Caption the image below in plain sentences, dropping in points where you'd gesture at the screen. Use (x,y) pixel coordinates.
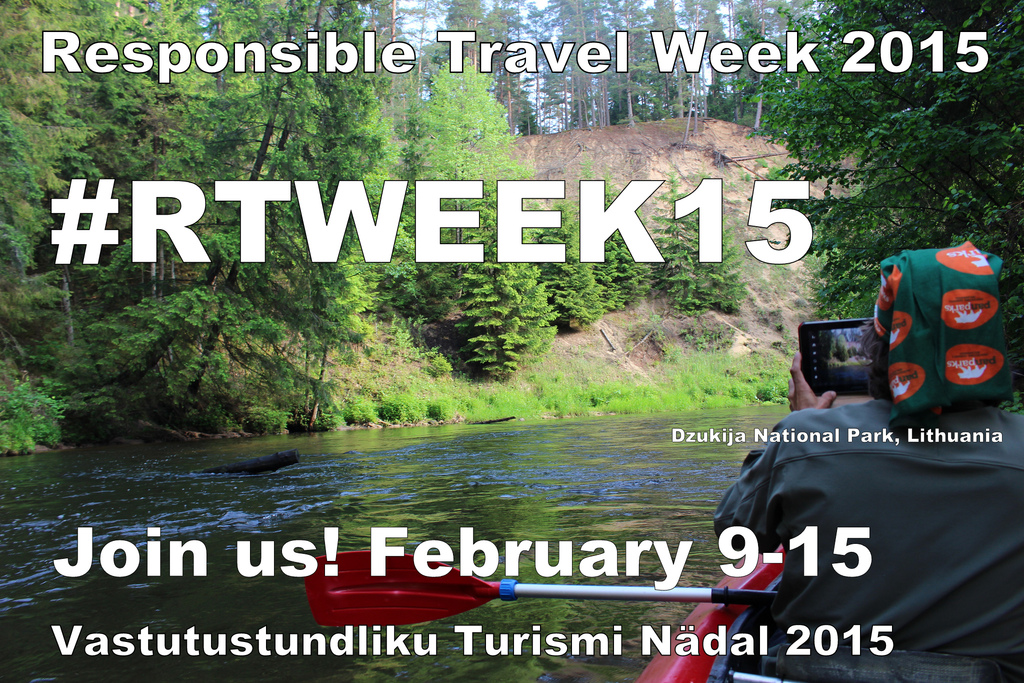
It is an edited image there is some information (642,194) mentioned on the picture and there is a person (848,514) capturing the scenery photo, beside the person (845,427) there is a river (488,431) and beside the river (222,498) there are some trees (949,104).
